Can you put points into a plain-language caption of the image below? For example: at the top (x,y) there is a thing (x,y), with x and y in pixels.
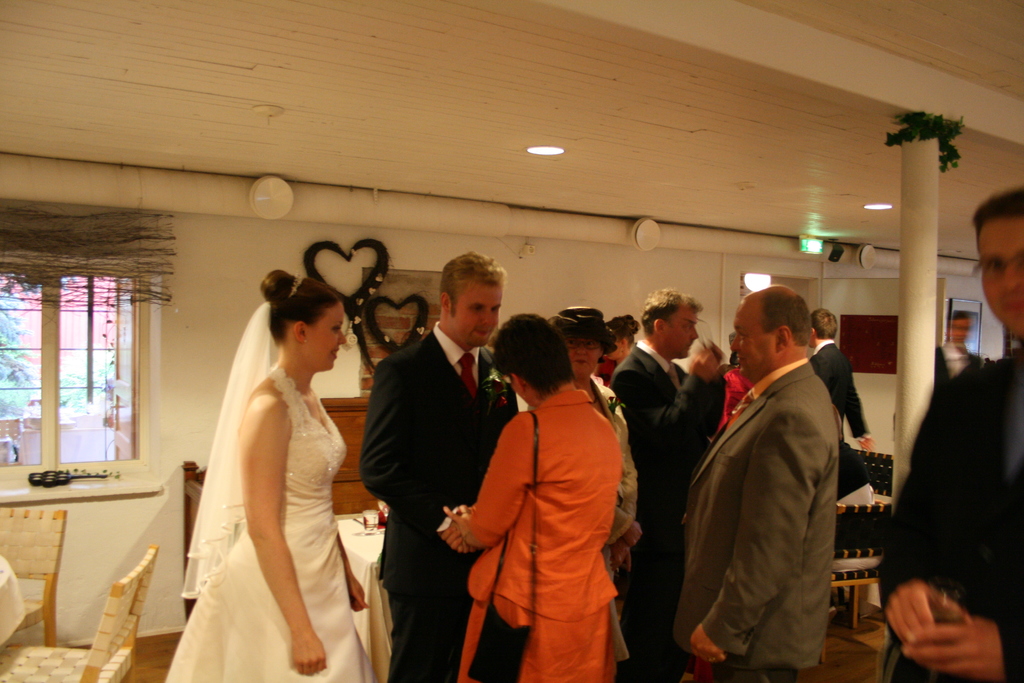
This picture describes about group of people (552,409), they are standing, beside to them we can find few chairs (133,592) and tables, in the background (269,186) we can see few lights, pipe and paintings (419,315) on the wall (718,300).
